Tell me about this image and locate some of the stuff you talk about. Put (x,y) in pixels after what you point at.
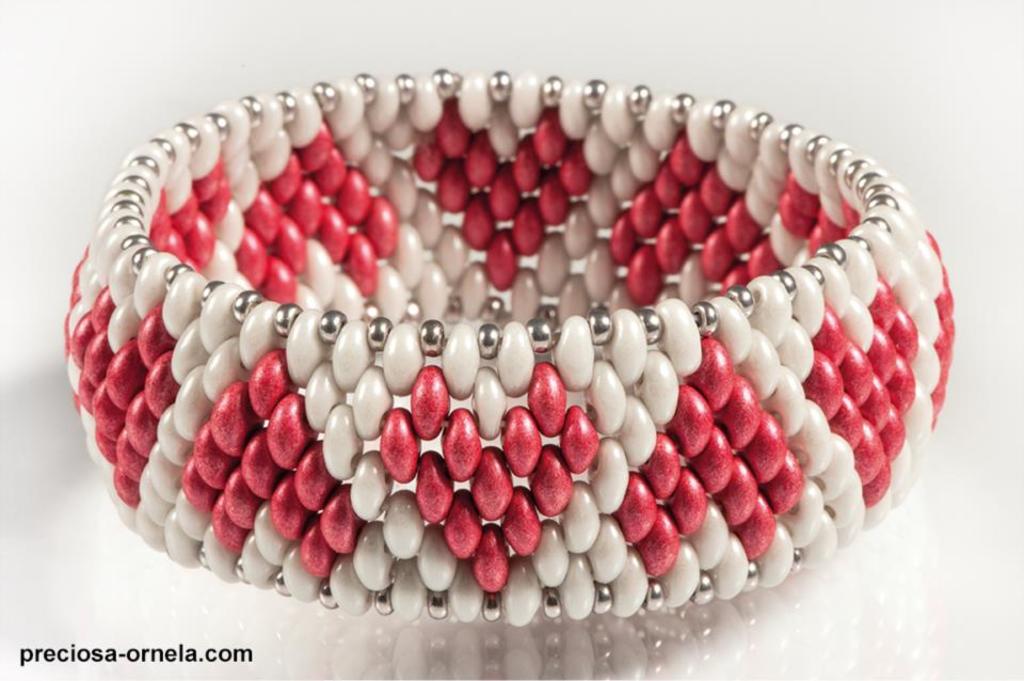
In this image I see a bangle (198,328) which is of white, red and silver in color and it is on the white surface (1001,580) and I see the watermark (58,660) over here.
